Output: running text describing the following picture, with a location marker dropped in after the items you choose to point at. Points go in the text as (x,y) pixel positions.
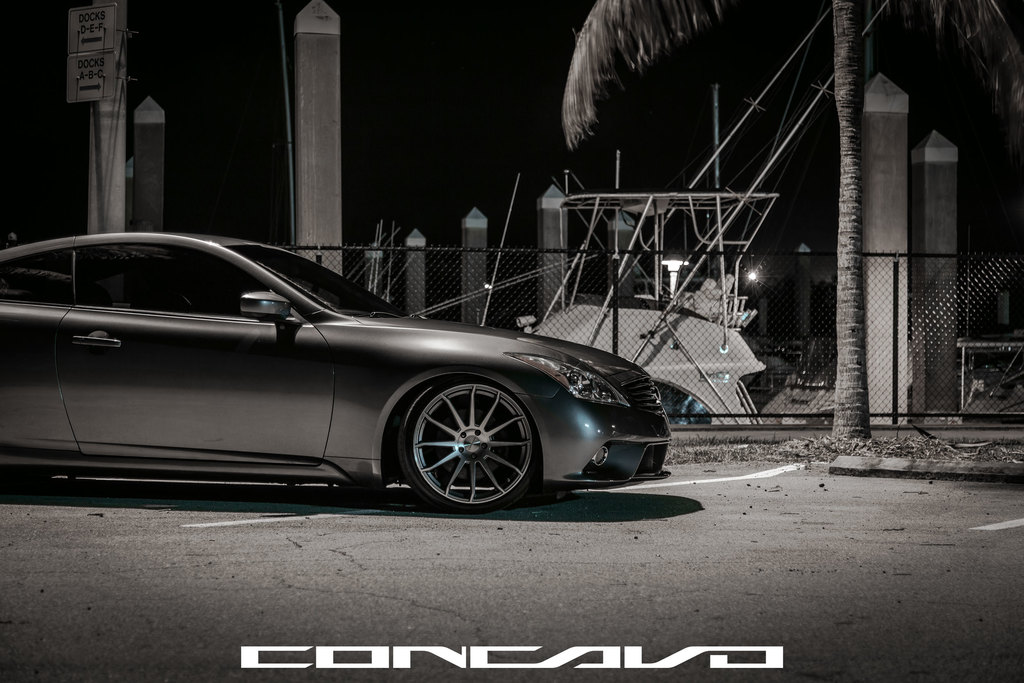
In this image we can see a car (500,454) on the road (543,514), there is a tree (840,294), fence (805,357), few pillars (874,187), an object (715,349), a board (103,68) to the pillar (99,181) and the sky (442,130) in the background (672,111).
